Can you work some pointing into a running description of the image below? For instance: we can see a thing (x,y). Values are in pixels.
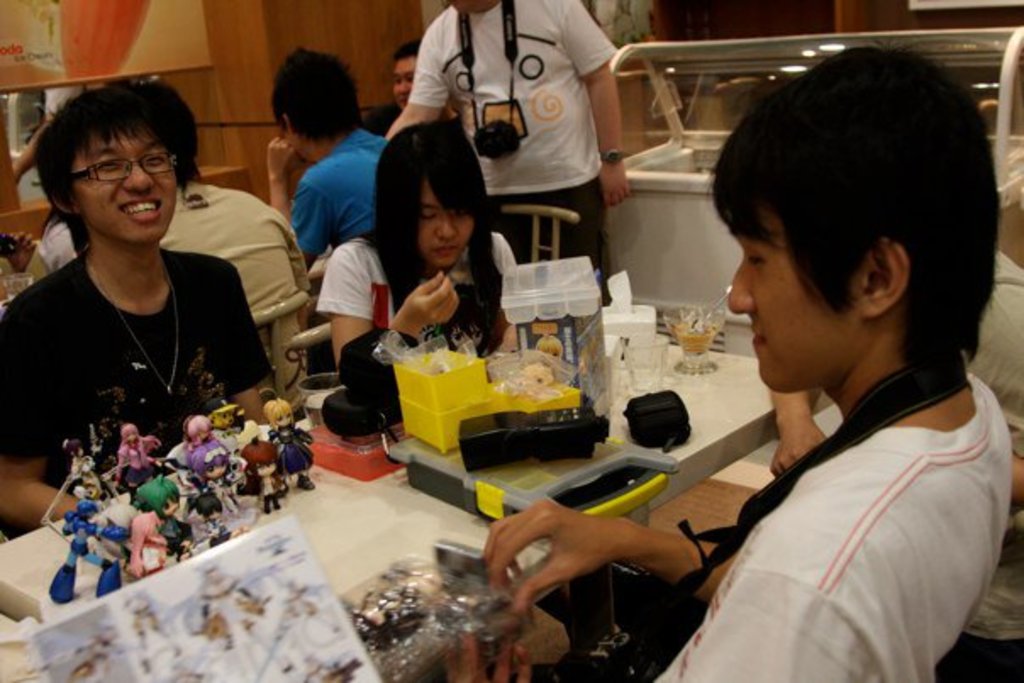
In this image, we can see a group of people (807,609). Few are sitting on the chairs (306,289). Top of the image (516,147), we can see a person (573,144) is standing. In the middle of the image (502,373), we can see a white table (389,538), so many items (577,500) are placed on it. Background (286,29) there is a wooden wall (299,27) and poster (158,33). Here we can see a table (659,174) with glass (666,123).
